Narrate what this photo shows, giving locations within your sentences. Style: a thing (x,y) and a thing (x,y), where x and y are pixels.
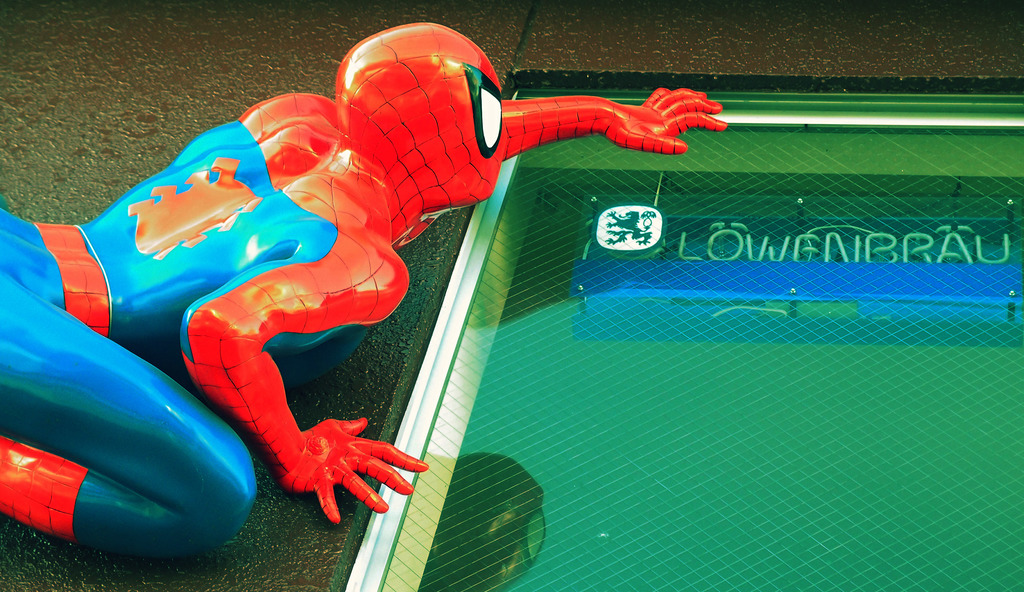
In this picture we can see the spider man toy (213,320). On the right side of the toy (244,183) it looks like a window (550,350). Behind the window (710,303) there is a name board (829,240), logo (625,214) and screws (580,290).
